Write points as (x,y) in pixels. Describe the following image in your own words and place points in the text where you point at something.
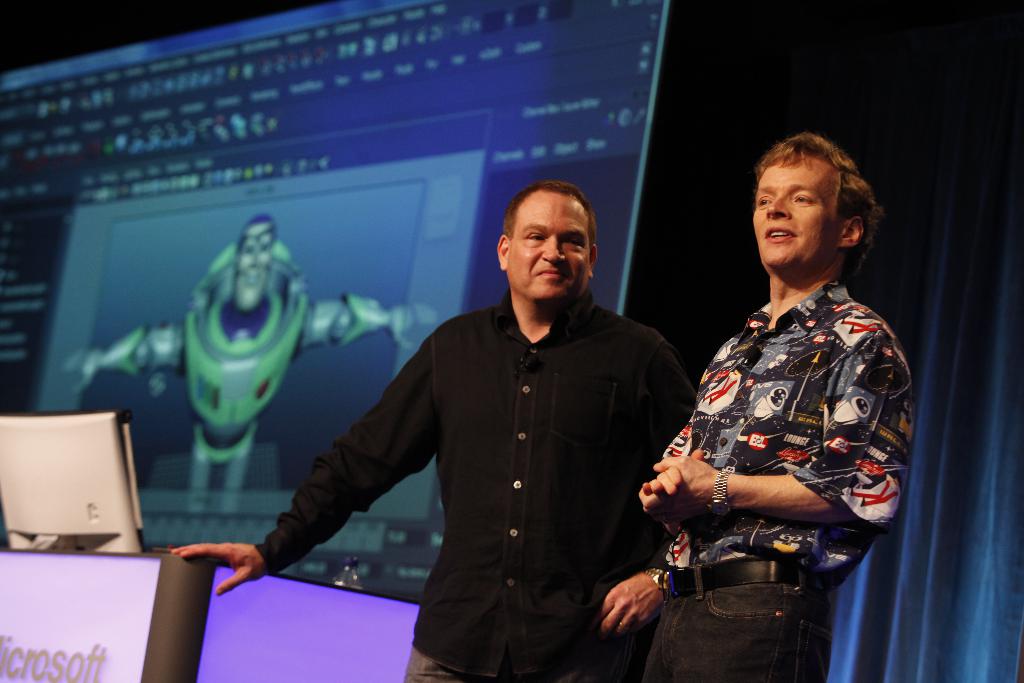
In this image, we can see two people (776,492) are standing. Here a person (612,514) is kept his hand (258,556) on the table (180,581). Here we can see monitor (69,522) and bottle (350,570). Background (987,579) there is a screen (496,208) and curtain (978,497).
